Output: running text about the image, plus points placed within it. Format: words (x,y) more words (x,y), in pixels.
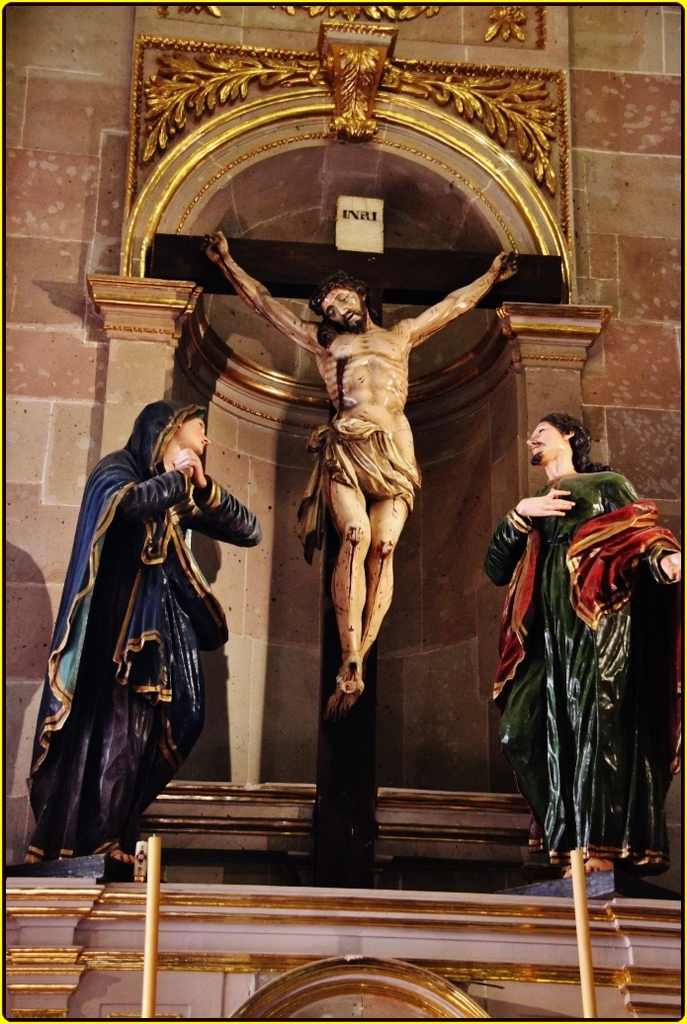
This picture contains sculptures (359,464), pillars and an arch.
